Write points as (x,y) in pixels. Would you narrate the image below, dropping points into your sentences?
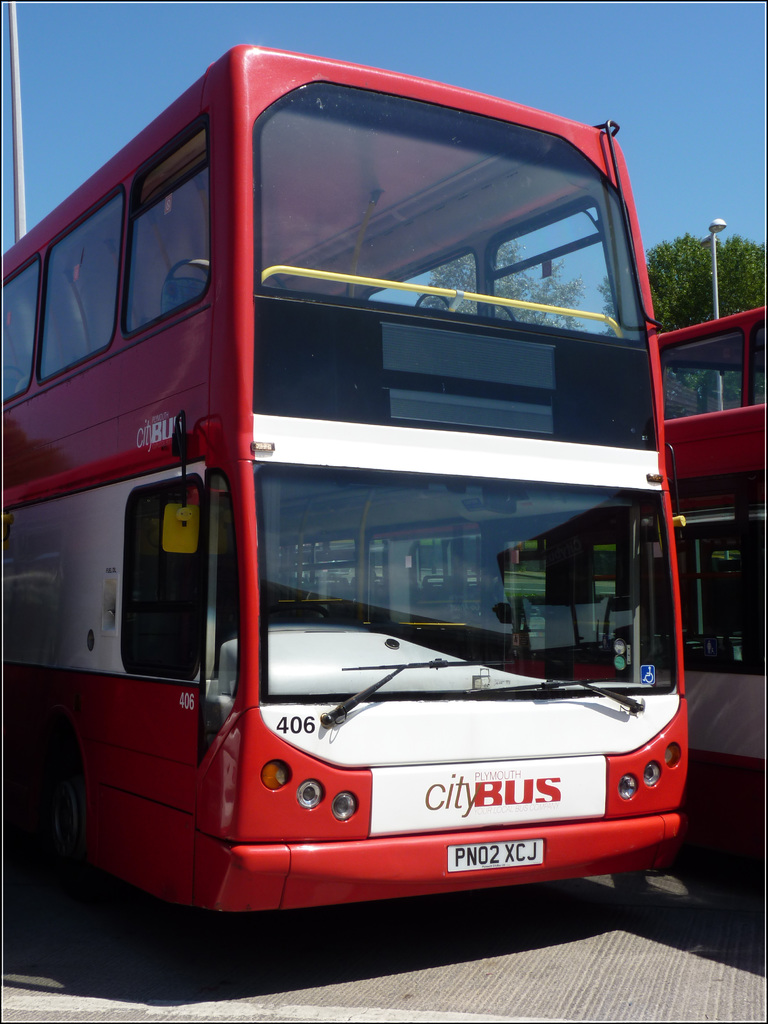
In this image we can see buses (680,493) parked on the floor (517,937) and in the background (707,267) there is a street light (708,240), trees (682,268) and the sky (460,73).
